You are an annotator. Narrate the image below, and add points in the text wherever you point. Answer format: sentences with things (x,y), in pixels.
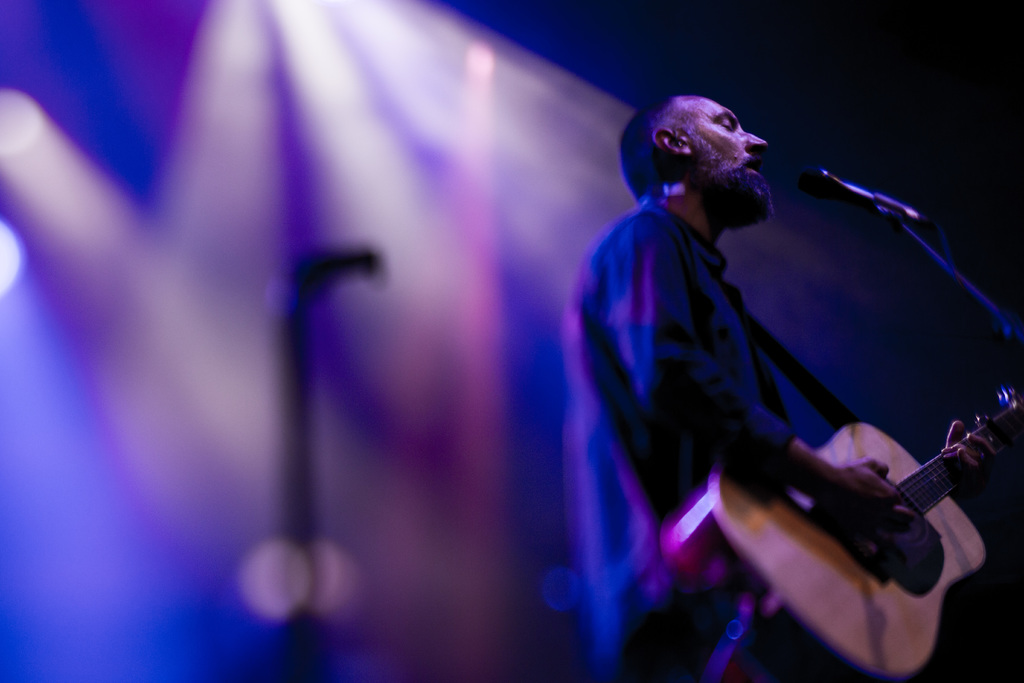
In this image a man (688,330) is standing and holding a guitar (833,567) in his hand (892,540). In front of him there is a mic (879,211).
